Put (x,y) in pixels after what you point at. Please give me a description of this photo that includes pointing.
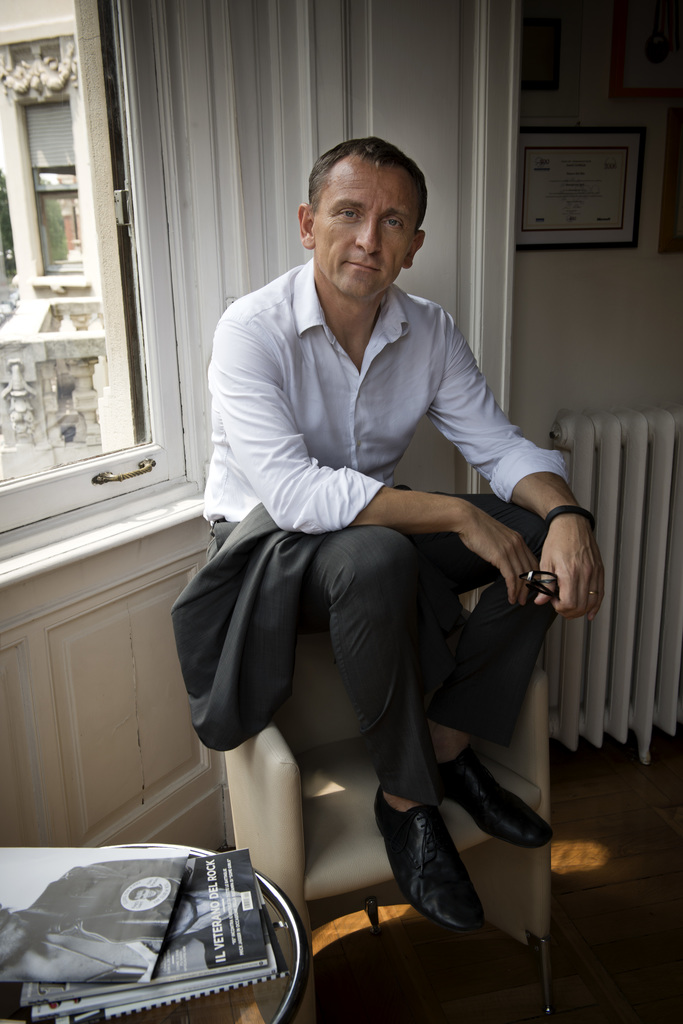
A man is sitting on the chair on the right side of him there is a window (70,343).
